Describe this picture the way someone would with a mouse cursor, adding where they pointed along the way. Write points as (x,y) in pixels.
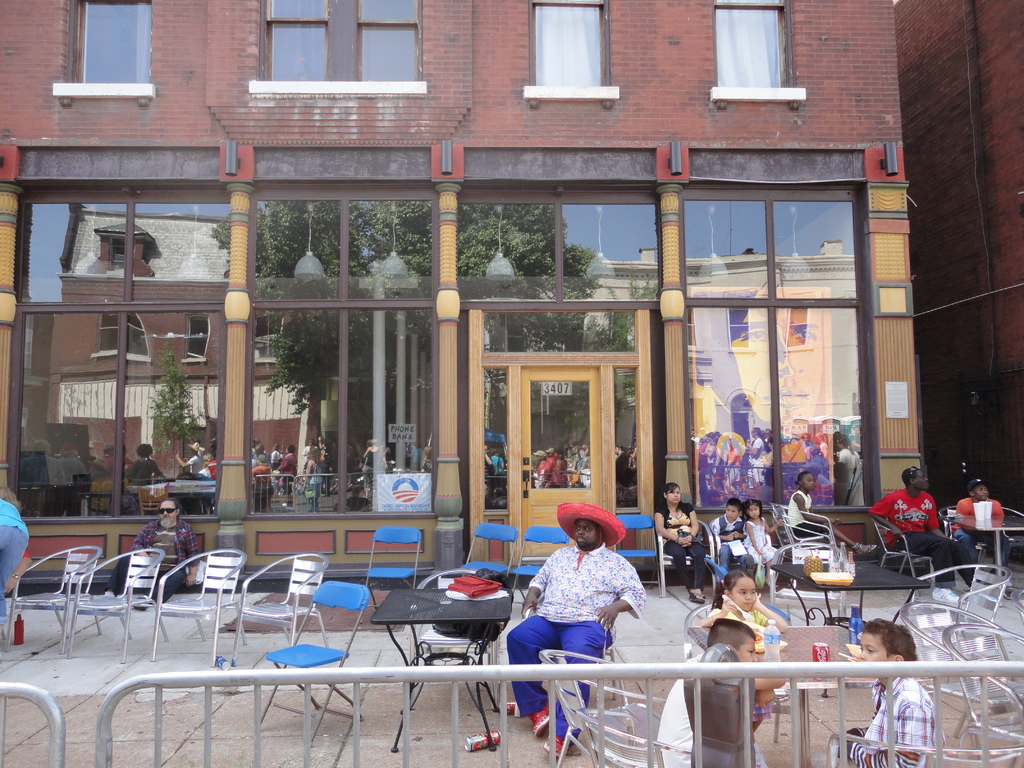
In the image we can see some people (673,526) were sitting on the chairs (327,600), here in the center (578,501) the man (570,557) is wearing hat (595,511). In front of him there is a table (490,605) on table (508,605) there is a backpack (479,596) and bottom there is a can (475,736). And on the left corner (291,618) there were few chairs (259,608), back of chairs (78,575) one man (167,579) is sitting down. And back of them there is a building (263,49) in red color.
